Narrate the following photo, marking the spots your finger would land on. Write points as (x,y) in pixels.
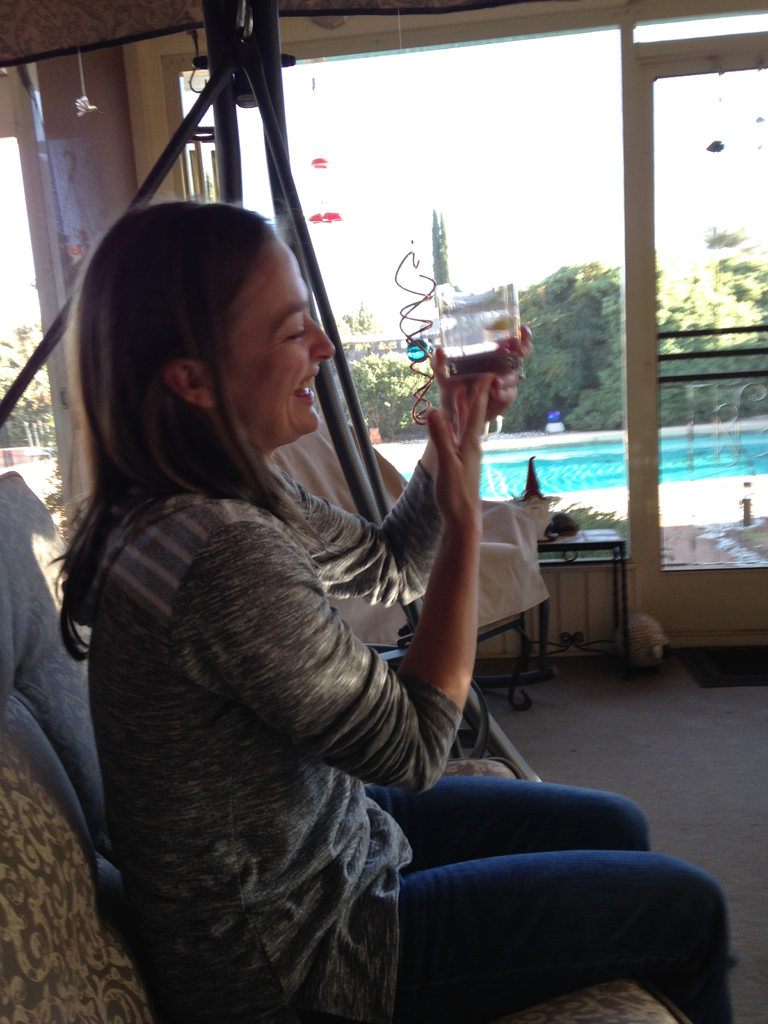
In this image we can see a woman (279,719) sitting on a sofa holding a glass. On the backside (597,531) we can see a chair (508,625), table (558,644), a stand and some hangings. We can also see a swimming pool (560,471), a group of trees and the sky (491,221).
